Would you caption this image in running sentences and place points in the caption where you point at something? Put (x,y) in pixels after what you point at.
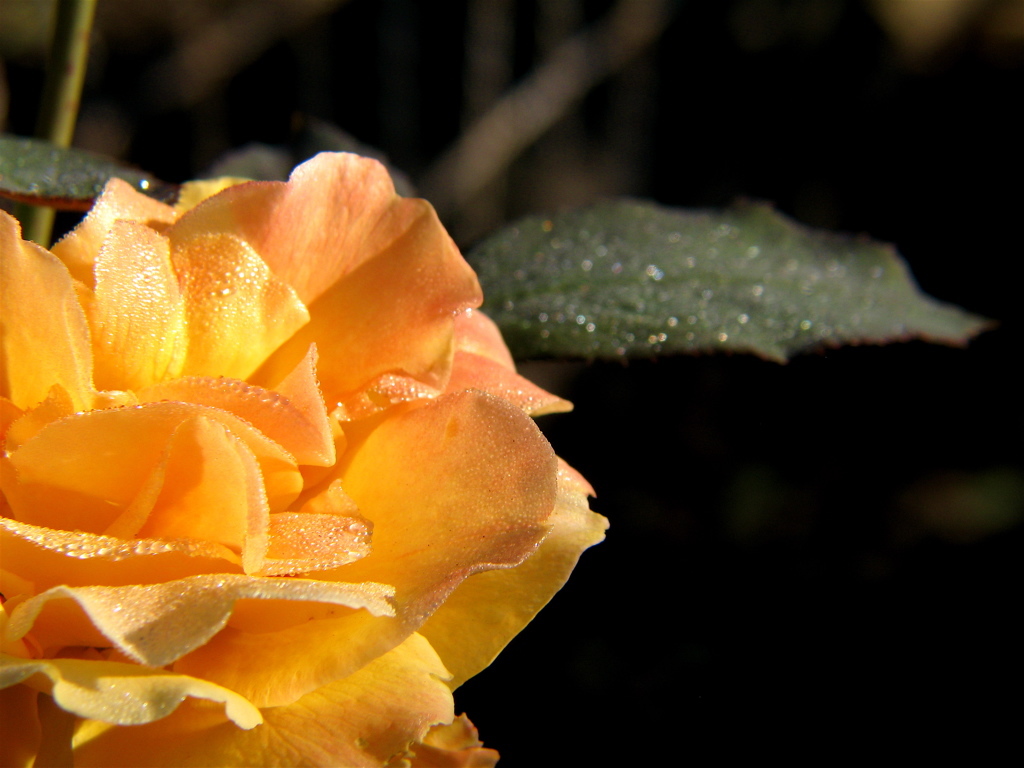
In this image on the left side (151,318) there is one flower (403,321) and leaves (702,267), and there is a dark background (239,85).
